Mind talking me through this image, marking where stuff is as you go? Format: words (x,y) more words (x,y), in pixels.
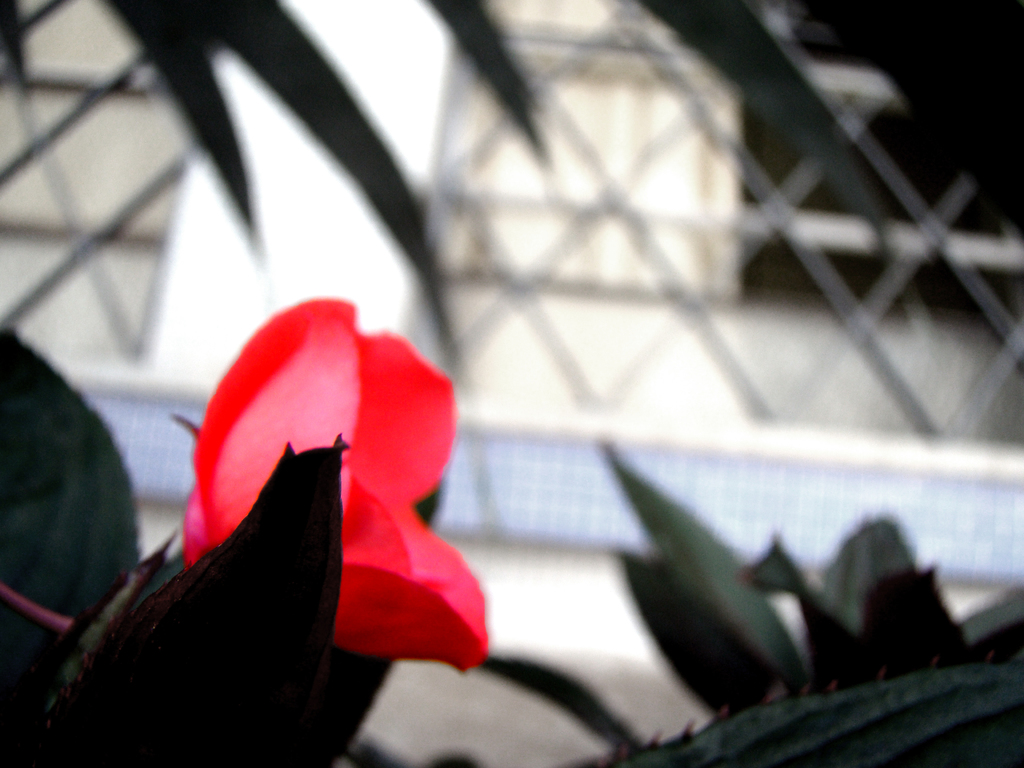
This is a zoomed in picture. In the foreground (92,550) there are some objects (939,672) seems to be the plants (63,600) and there is a red color object (383,422) seems to be the flower (342,467). The background of the image (529,295) is blurry and we can see the metal rods (492,268) and some other items (429,72) in the background (647,352).
